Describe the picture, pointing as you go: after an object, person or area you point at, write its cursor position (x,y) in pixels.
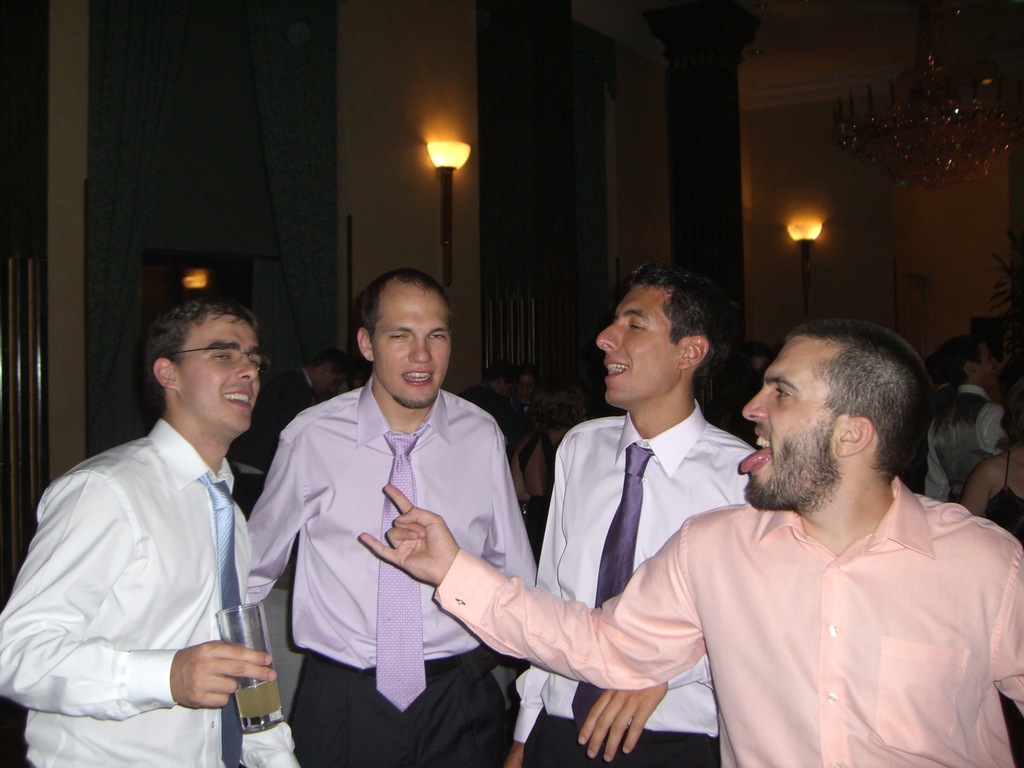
Here I can see four men (321,543) standing and smiling. It seems like they are dancing. The man (178,556) who is on the left side (108,605) is holding a glass (267,711) in the hand (230,654). In the background (519,444), I can see some more people (982,467). There are few lights (446,197) and a wall (369,148) in the dark and also there is a pillar (714,116). In the top right-hand corner (918,122) there is a chandelier (894,99).
